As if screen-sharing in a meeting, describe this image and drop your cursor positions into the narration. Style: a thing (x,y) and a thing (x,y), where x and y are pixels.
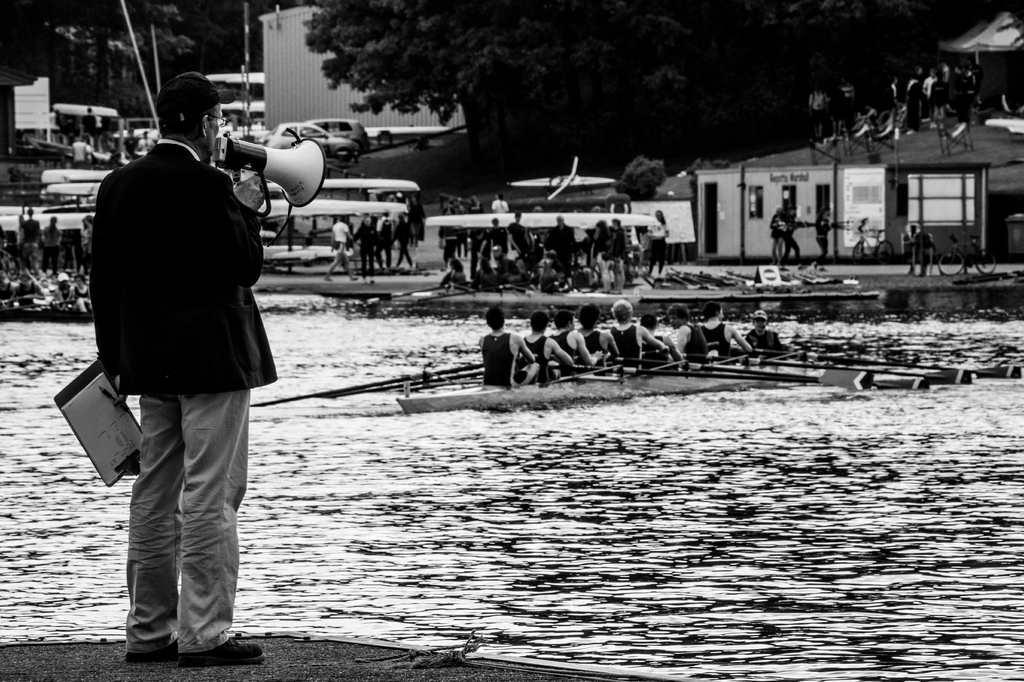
In this black and white picture a person (191,213) is standing and holding a mike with one hand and a note pad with other hand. There are few boats (748,383) having few persons (712,353) sitting in it and holding the oars (763,373) and sailing on the water (733,427). Few persons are walking on the land (838,270). There are few vehicles (880,258) on the road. Behind there are few houses (340,112) and trees (553,103).
